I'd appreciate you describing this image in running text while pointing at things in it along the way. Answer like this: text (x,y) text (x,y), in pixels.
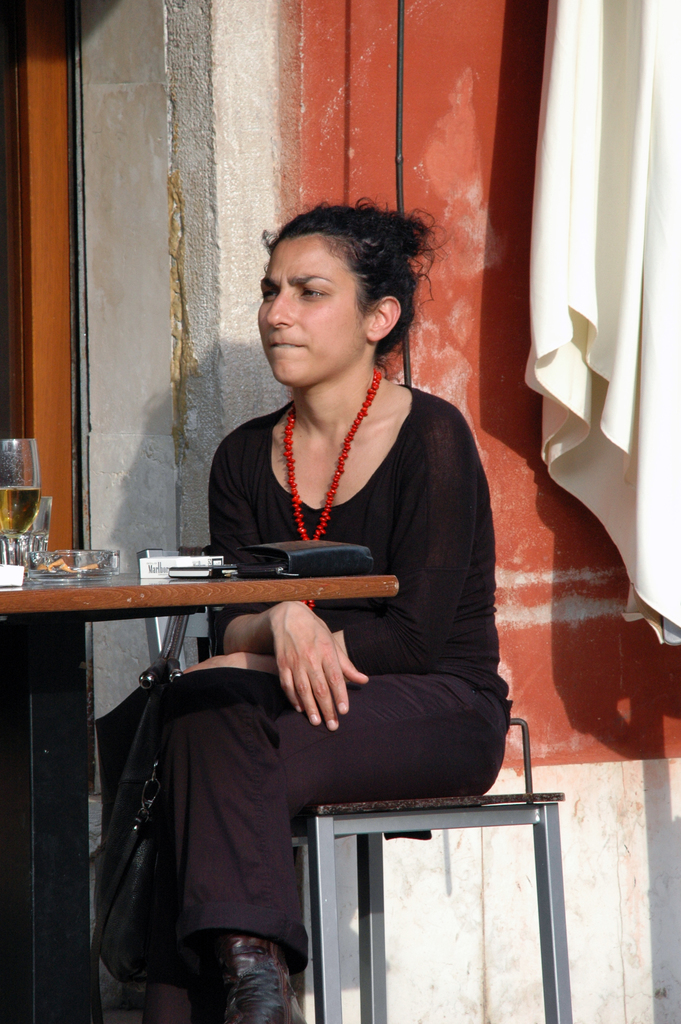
In this picture there is a woman (348,608) wearing a black color dress (199,1009) is sitting on the chair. In the front (96,589) there is a table (242,586) on which a black purse (289,560), ashtray (74,569) and glass (21,505) is placed. Behind there is a white umbrella (649,367) and red color wall (436,103).
